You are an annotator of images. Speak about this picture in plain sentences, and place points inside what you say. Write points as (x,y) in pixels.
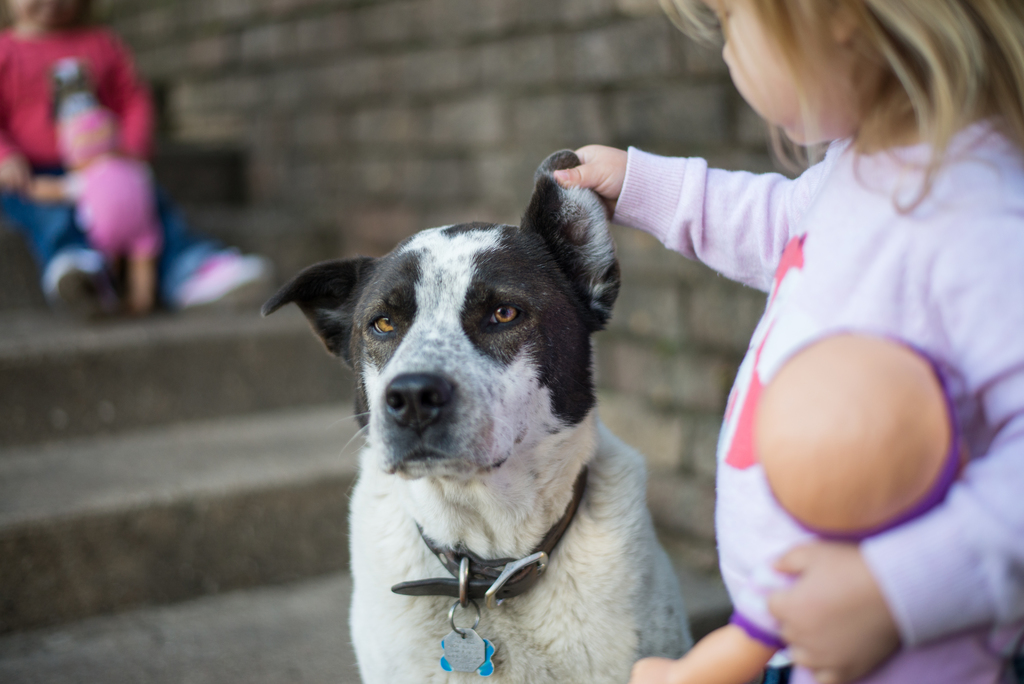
In the left top of the image (31,15), there is a kid (40,226) sitting on the steps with a doll (117,202) in her hand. In the right side of the image (920,190), there is a kid (945,132) standing on the staircase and holding a ear (587,220) of the dog (587,219), which is next to that baby (719,459). A background wall (450,45) is made up of stone (553,119). This image is taken during day time.
